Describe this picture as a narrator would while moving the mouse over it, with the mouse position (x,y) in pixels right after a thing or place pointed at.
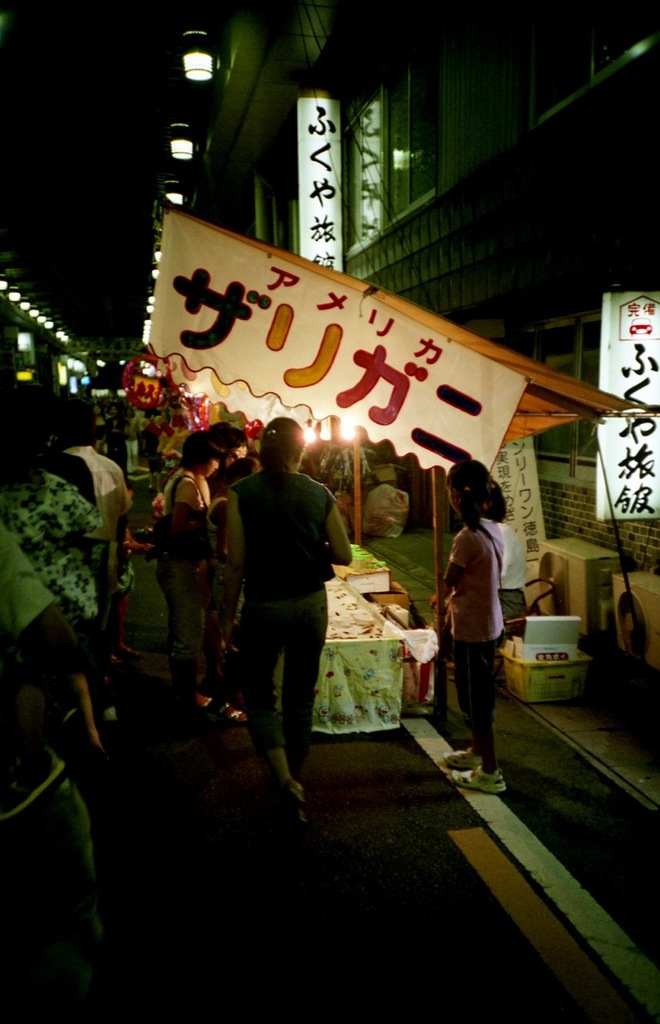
In this image I see number of people (105,522) and I see the lights (343,429) over here and I see the boards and banners (441,387) on which there is something written and I see the path (590,806). In the background (42,202) I see the lights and I see that it is dark over here.
